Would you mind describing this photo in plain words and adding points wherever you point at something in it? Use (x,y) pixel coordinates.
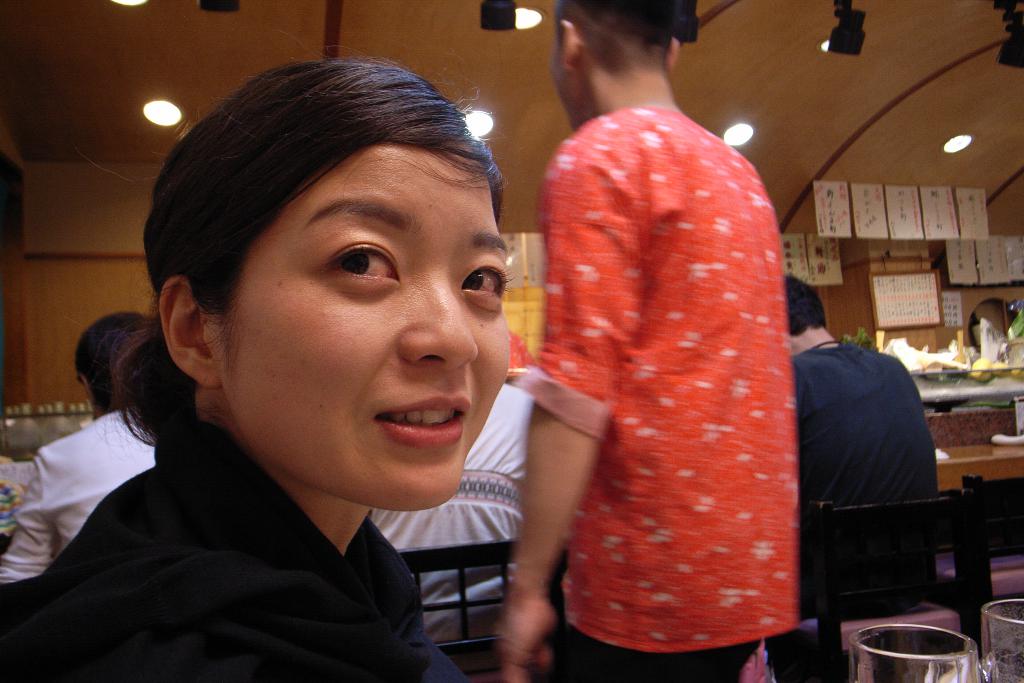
There is one woman (240,405) wearing a black color dress (240,580) is at the bottom of this image (369,576). We can see other people (610,434) in the background (746,482). There are objects (952,349) kept on the table (1002,431), we can see on the right side of this image (949,361). We can see lights (149,120) attached to the roof (413,49) is at the top of this image (368,48).
